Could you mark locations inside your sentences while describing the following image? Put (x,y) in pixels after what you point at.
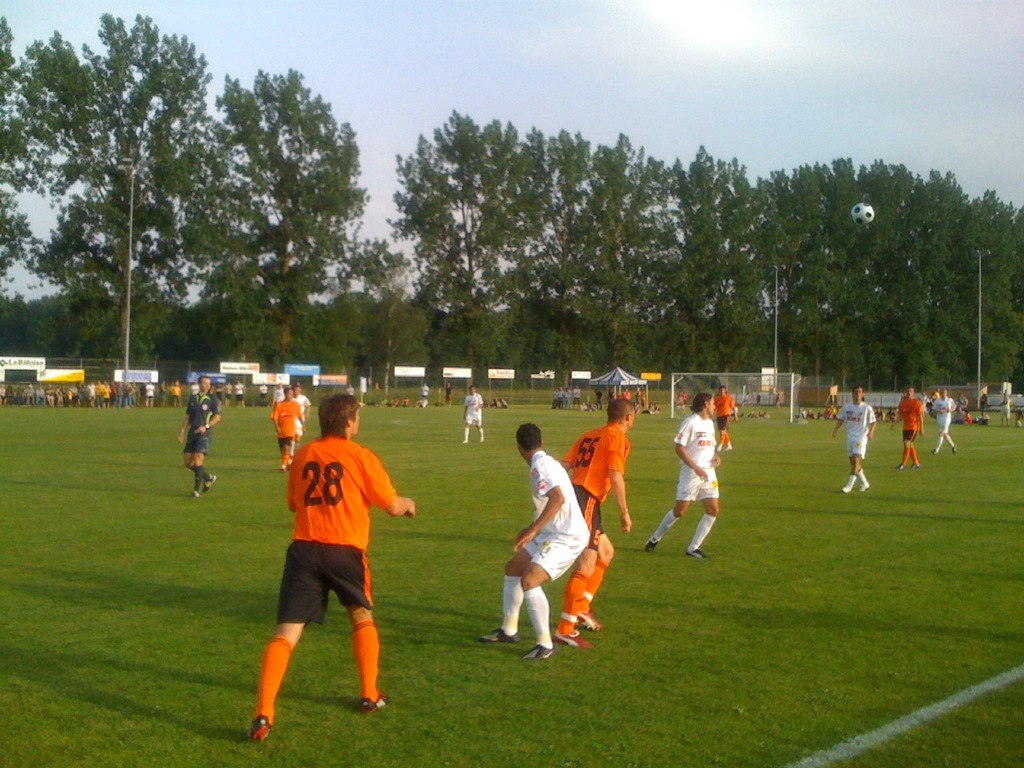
This image consists of many players (308,412) playing in the ground (176,451). At the bottom (587,693), there is green grass (497,672). In the background (7,369), there are banners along with a fencing (218,365). And there are trees (914,215). At the top (772,52), there is a sky (790,57).
